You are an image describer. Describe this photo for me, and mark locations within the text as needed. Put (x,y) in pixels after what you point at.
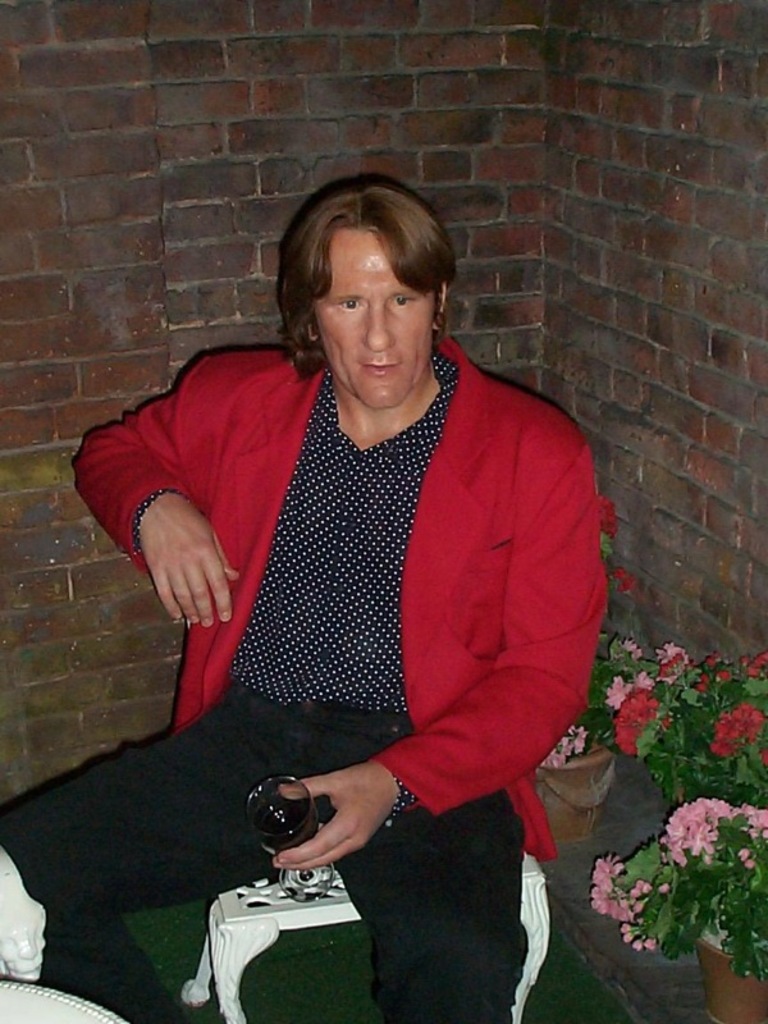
On the background (478,93) we can see a wall (467,187) with bricks (548,180). Here we can see one man (453,353) wearing a red jacket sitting on a chair (304,920) by holding a glass (253,812) of drink (272,816) in his hand (353,818). This is a flower pot (708,848).
